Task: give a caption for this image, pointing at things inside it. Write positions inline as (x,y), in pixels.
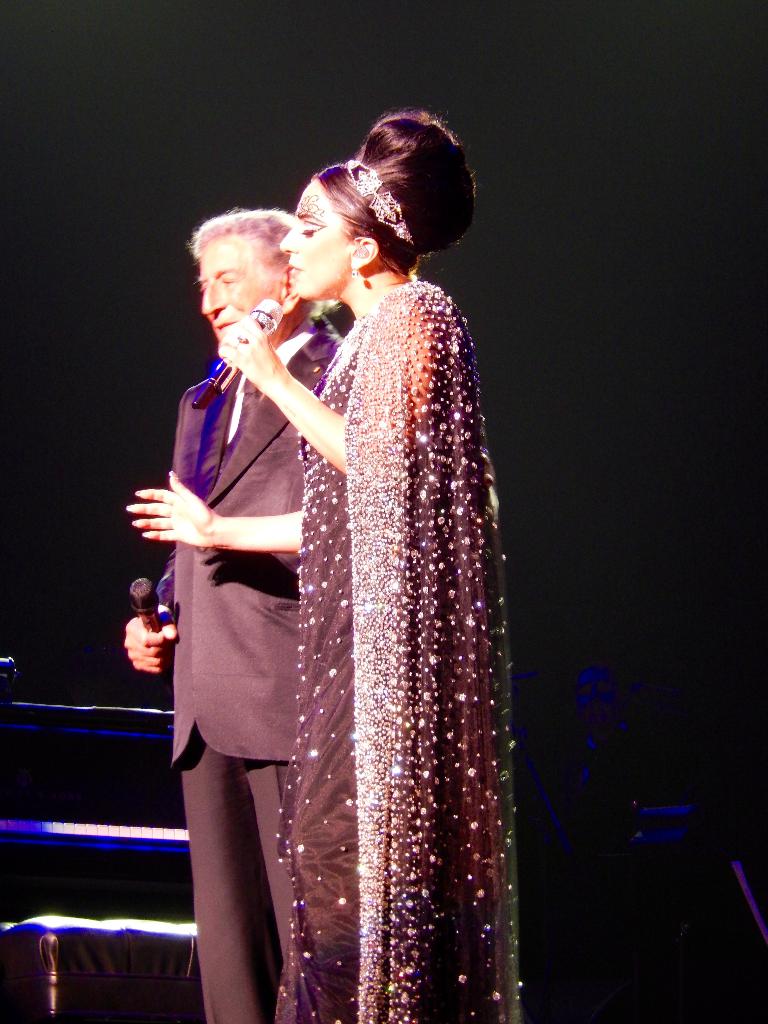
In the image there is a lady (336,674) standing and holding a mic (268,303) in her hand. Beside her there is a man (208,661) standing and holding a mic (146,602) in his hand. Beside him there is a chair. And there is a black background (673,746).
